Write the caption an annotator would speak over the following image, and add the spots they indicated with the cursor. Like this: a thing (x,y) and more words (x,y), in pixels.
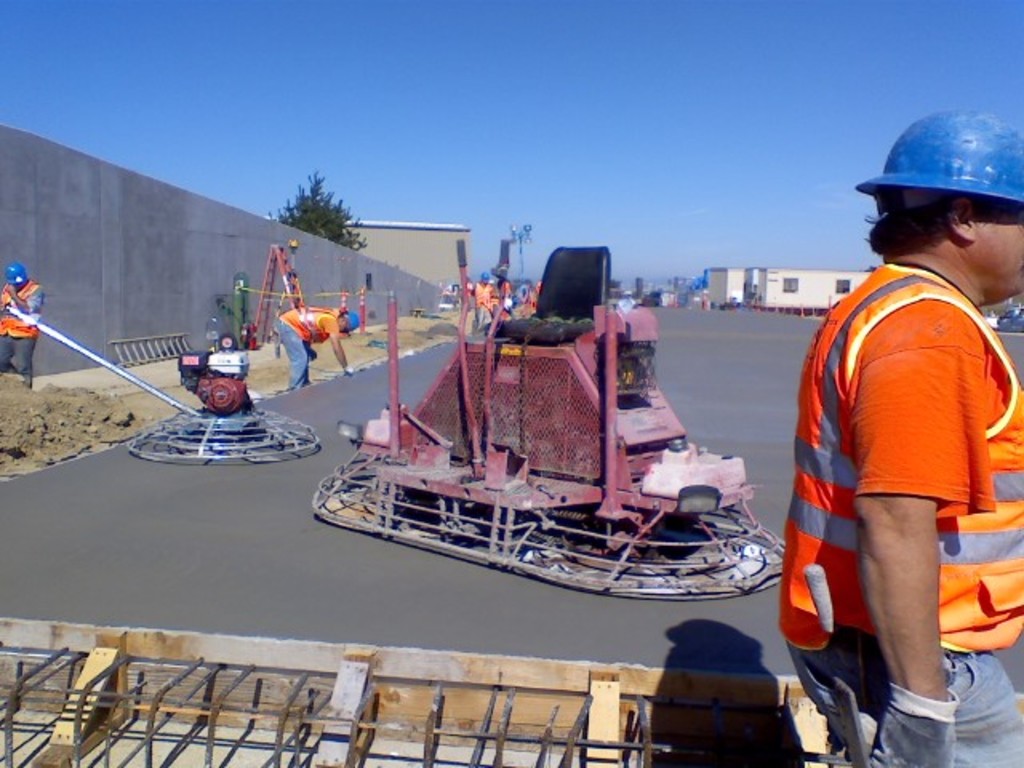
In this picture I can observe machines (366,431) in the middle of the picture (571,452). I can observe some people (295,348) in this picture. On the left side (160,245) I can observe wall (323,256). In the background (382,211) I can observe sky (484,202).
